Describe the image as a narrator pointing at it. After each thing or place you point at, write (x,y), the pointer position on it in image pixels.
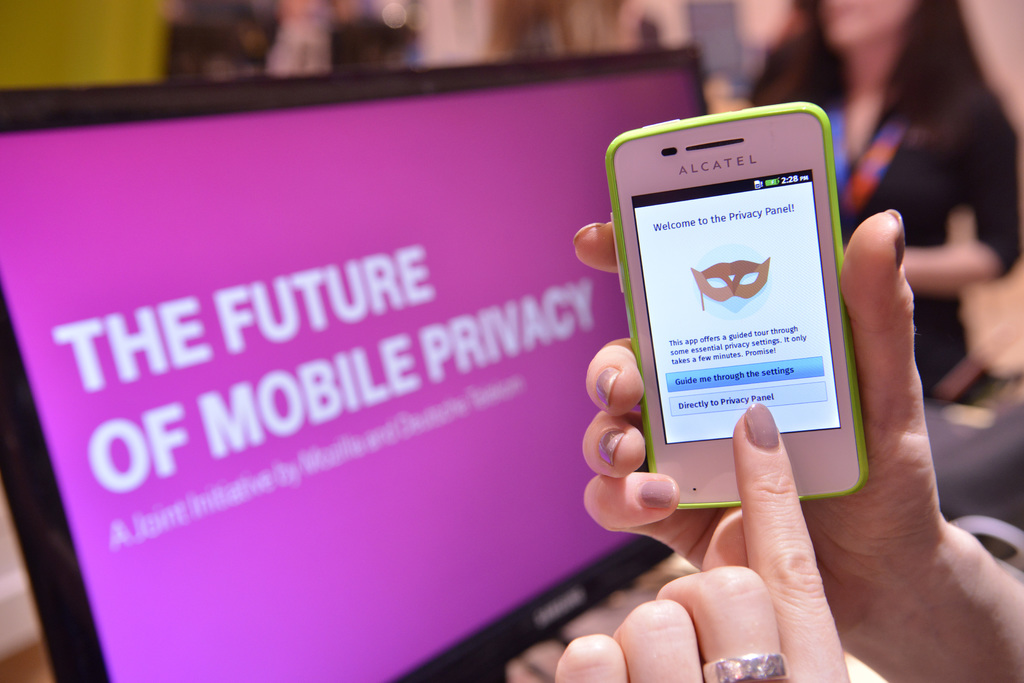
In this image, we can see a person (757,419) holding a mobile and in the background (424,119), there is a monitor (297,233) and we can see some text (308,296) on the screen (337,300) and there is an other person (872,116).
